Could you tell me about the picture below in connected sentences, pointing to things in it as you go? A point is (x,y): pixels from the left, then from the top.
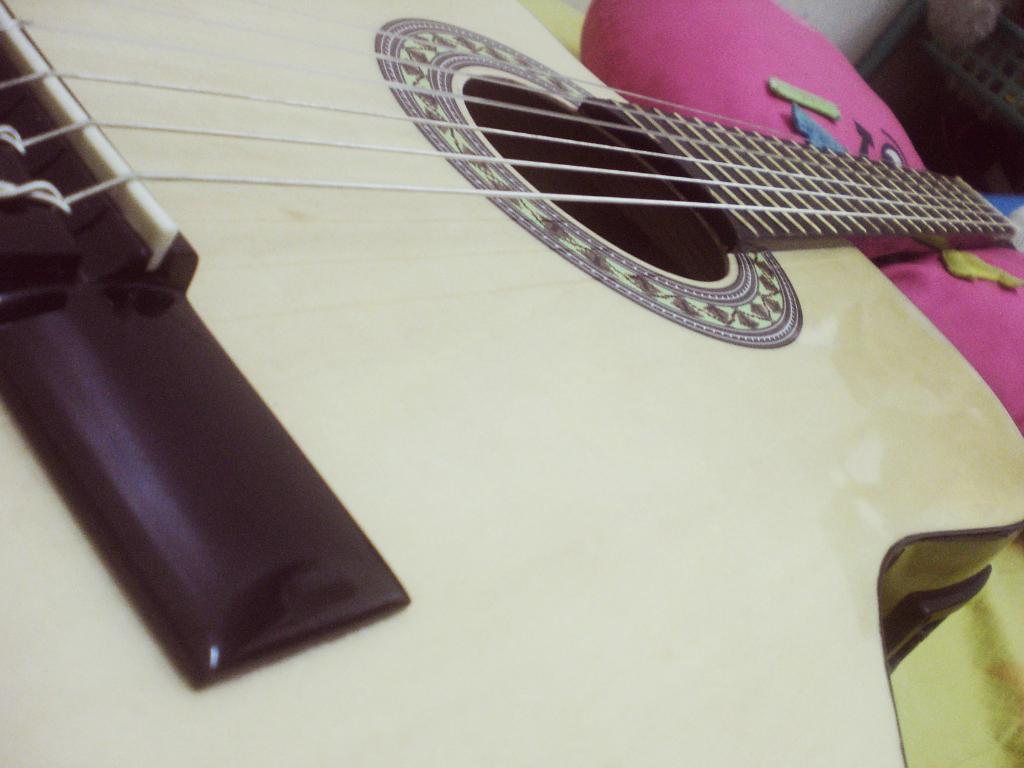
In this image i can see a guitar (782,196) and a pillow (796,58).
